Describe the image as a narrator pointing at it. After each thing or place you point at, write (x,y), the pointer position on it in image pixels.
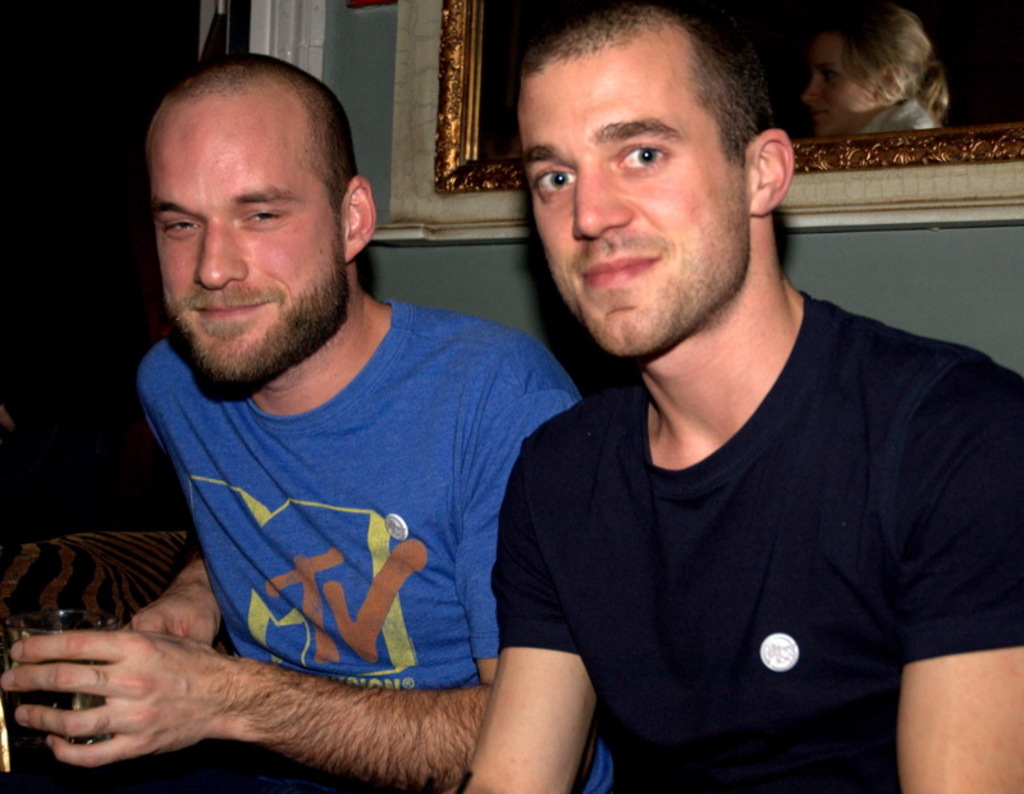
In this image in front (159,673) there are two people (299,591) sitting on the sofa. Behind them there is a wall (886,256) with the photo frame (901,40) on it.
